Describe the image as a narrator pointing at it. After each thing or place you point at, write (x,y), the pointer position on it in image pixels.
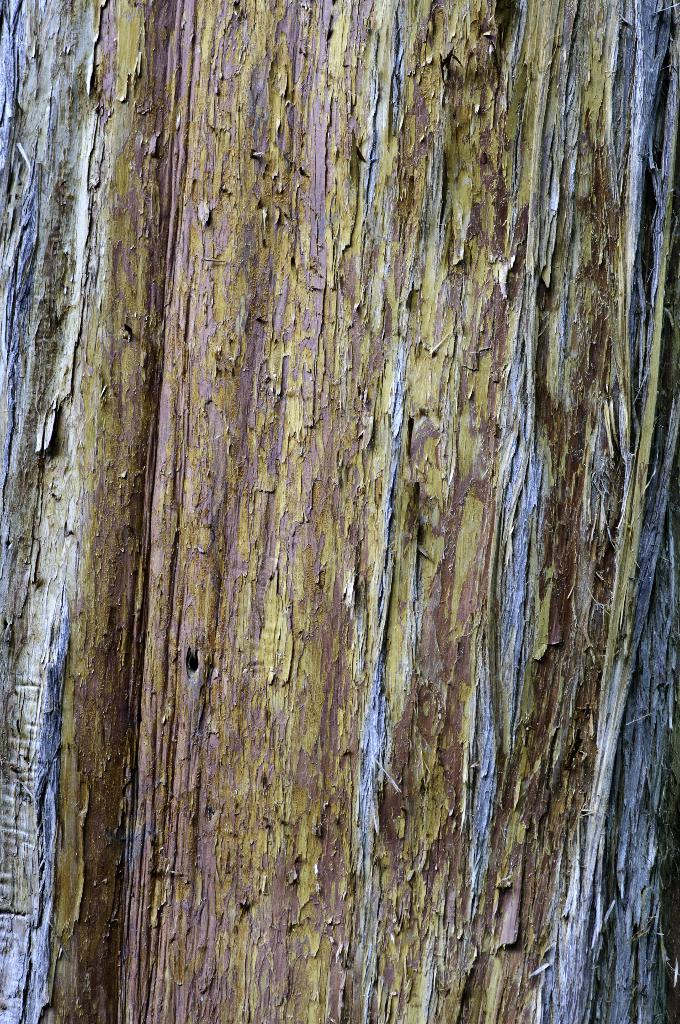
In the image in the center (374,590), we can see the wood (536,594).
